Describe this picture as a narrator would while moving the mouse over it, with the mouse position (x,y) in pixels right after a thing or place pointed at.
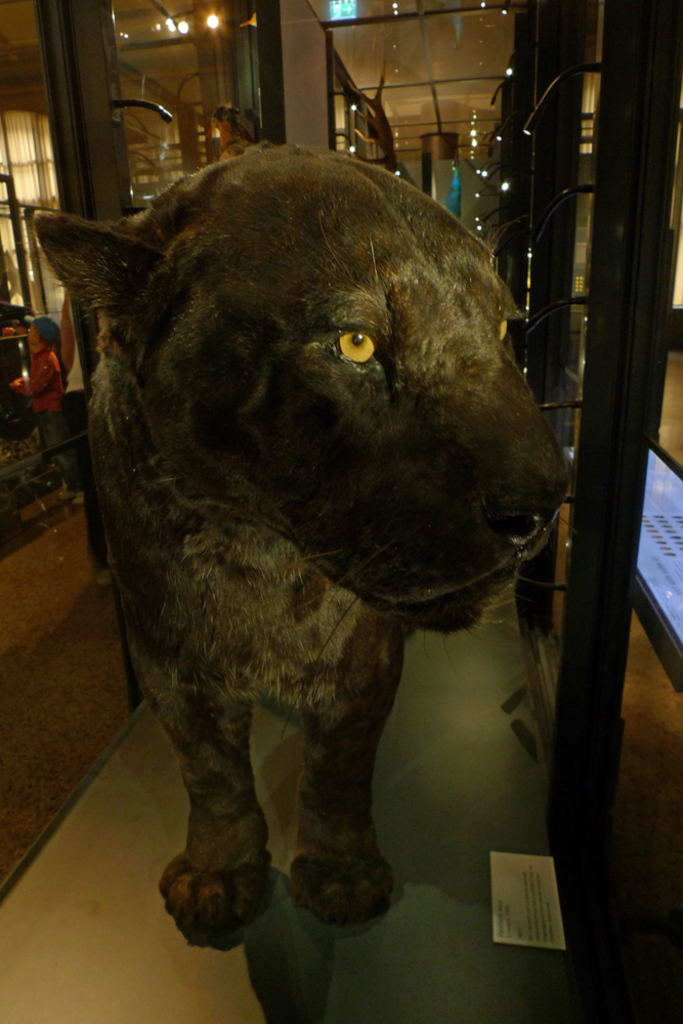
In this image we can see a statue (313,286) of an animal (345,382) on the surface (319,926) and a paper (537,941) beside it. We can also see some metal poles (569,934), two persons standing and some lights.
